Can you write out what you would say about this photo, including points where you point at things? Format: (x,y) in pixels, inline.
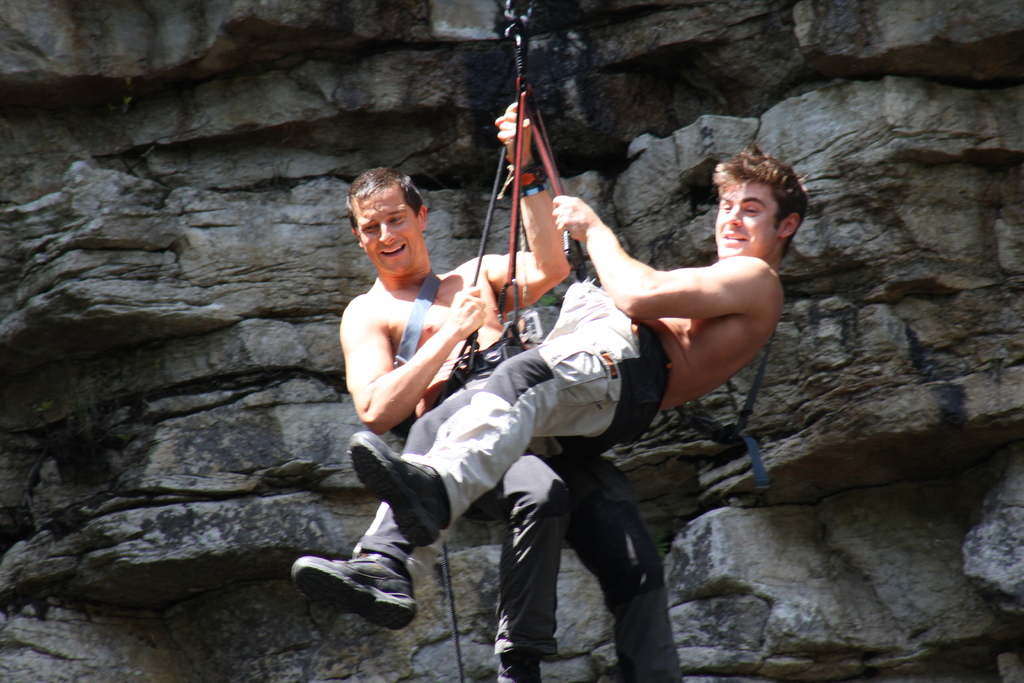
In the background (627,134) we can see a mountain (612,51). In this picture we can see men (739,347) performing an Abseiling. They both are smiling.
